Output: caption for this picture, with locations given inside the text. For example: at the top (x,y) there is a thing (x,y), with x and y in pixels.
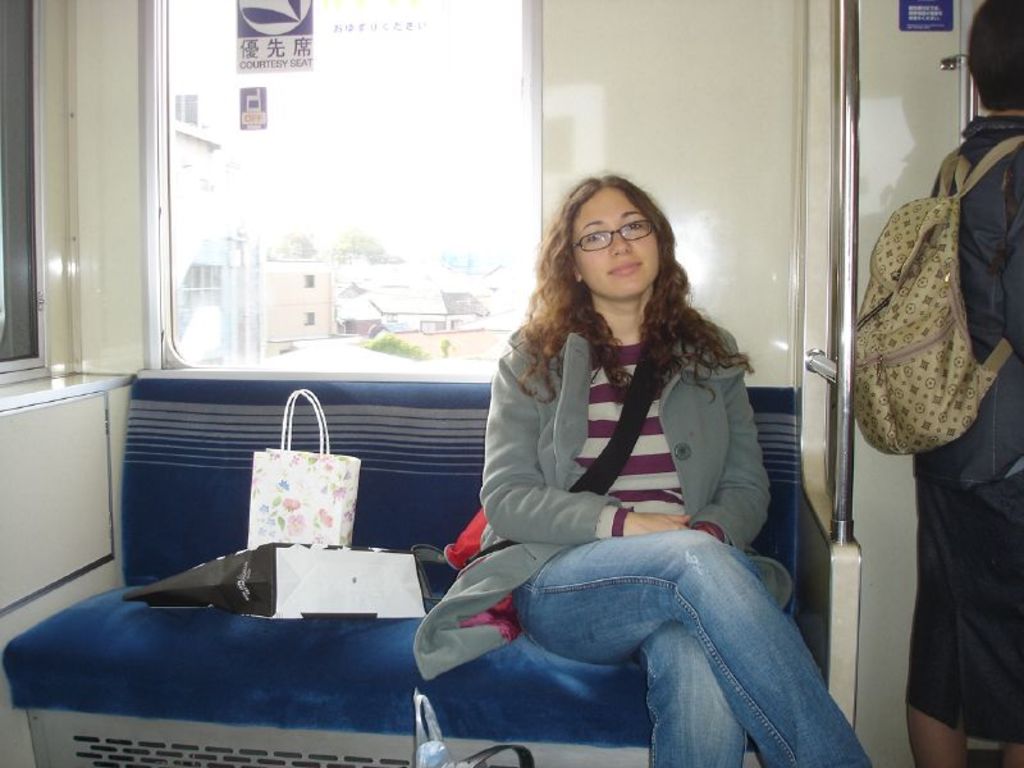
In the photo there is a woman (592,511) who is sitting on the sofa (389,541) there are some covers (404,565) beside her, to her right side there is another woman (926,677) standing and wearing a bag (885,367), in the background (424,179) there is a window (423,208) and there are some buildings (402,290) outside the window (332,83).
